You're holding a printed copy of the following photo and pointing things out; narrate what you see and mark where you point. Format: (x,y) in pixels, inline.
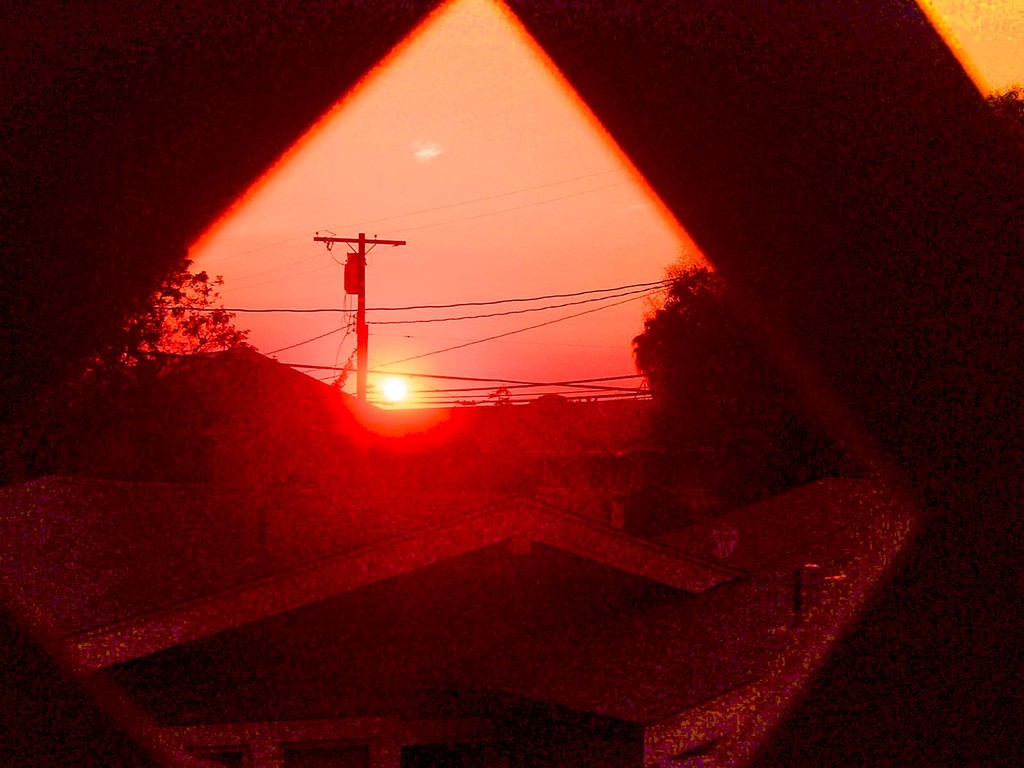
In the image there are trees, wires (373,310), a current pole (360,383) and in the background (415,372) there is a sky (405,351) and sun (392,392).
